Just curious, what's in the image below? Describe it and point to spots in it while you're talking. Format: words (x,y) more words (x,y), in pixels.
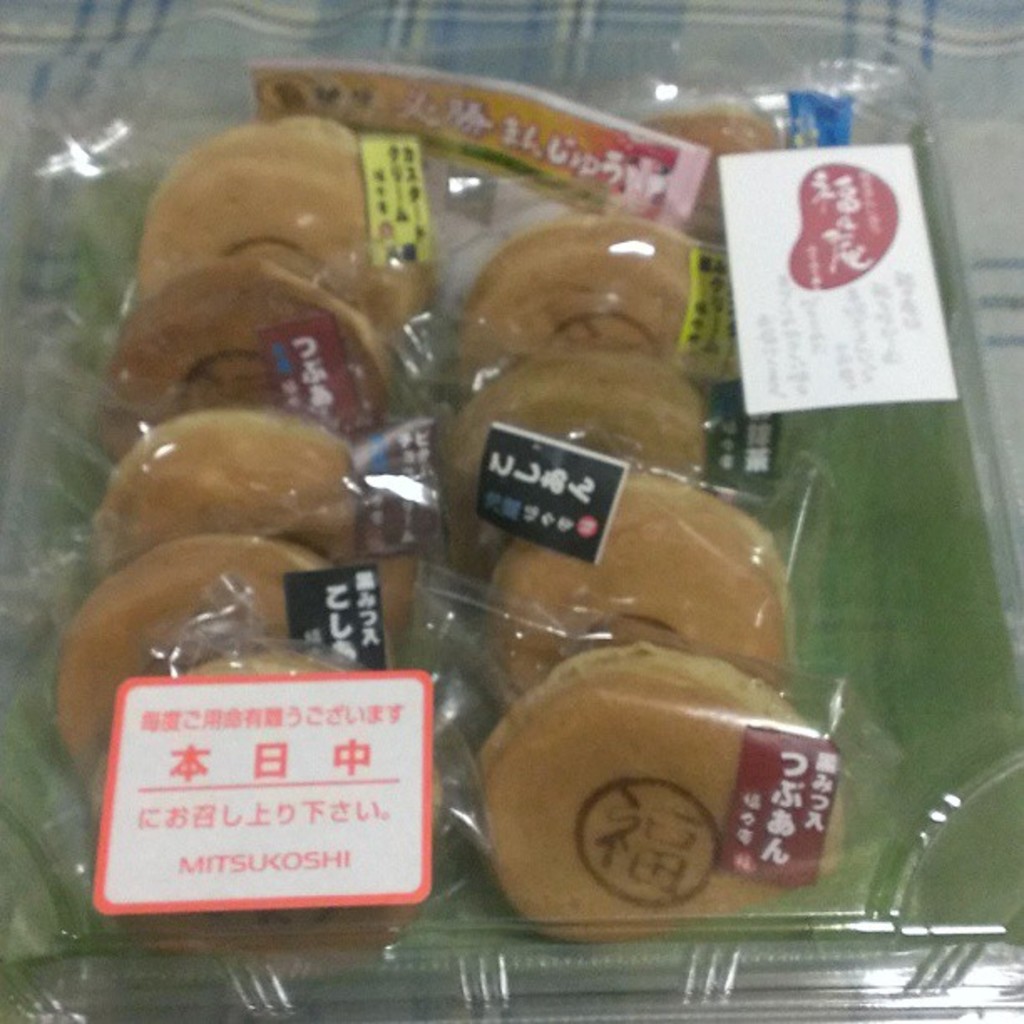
In this image I can see few food items (345,550) in the cover (747,602) and the cover (391,650) is in the box (946,810) and I can see few stickers (807,235) attached to the cover (398,638).
